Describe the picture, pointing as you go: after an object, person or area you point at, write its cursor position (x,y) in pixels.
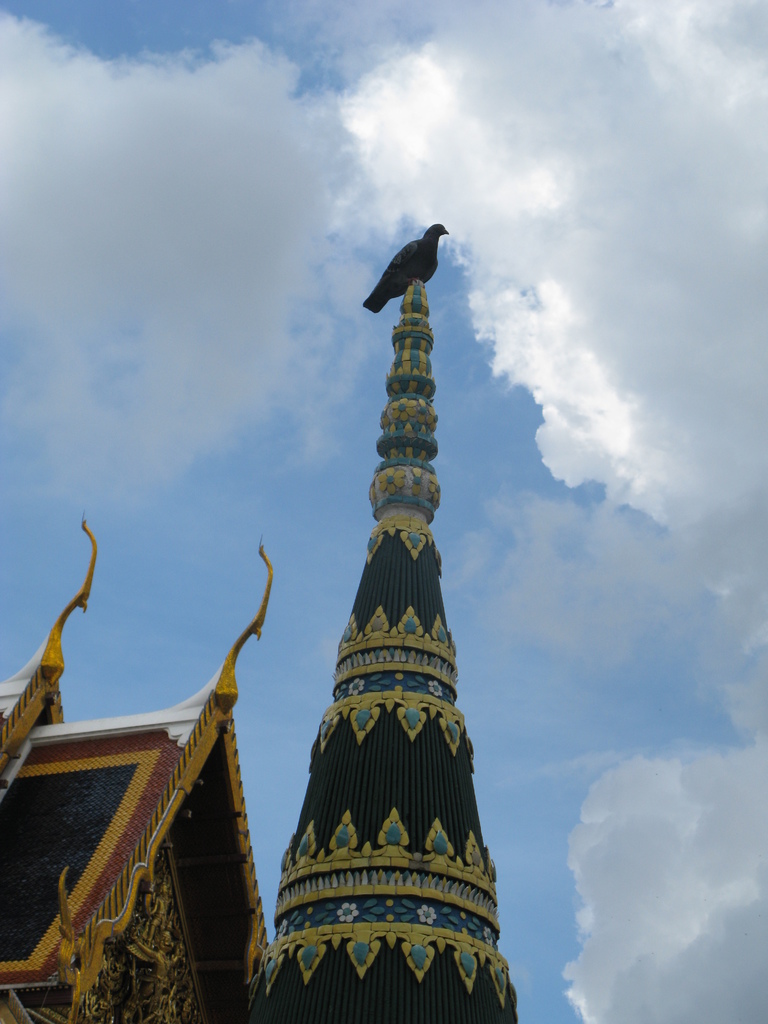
In the center of the image (383,419) there is pigeon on the tower (342,975). At the top of the image (246,315) there is sky (613,121).
